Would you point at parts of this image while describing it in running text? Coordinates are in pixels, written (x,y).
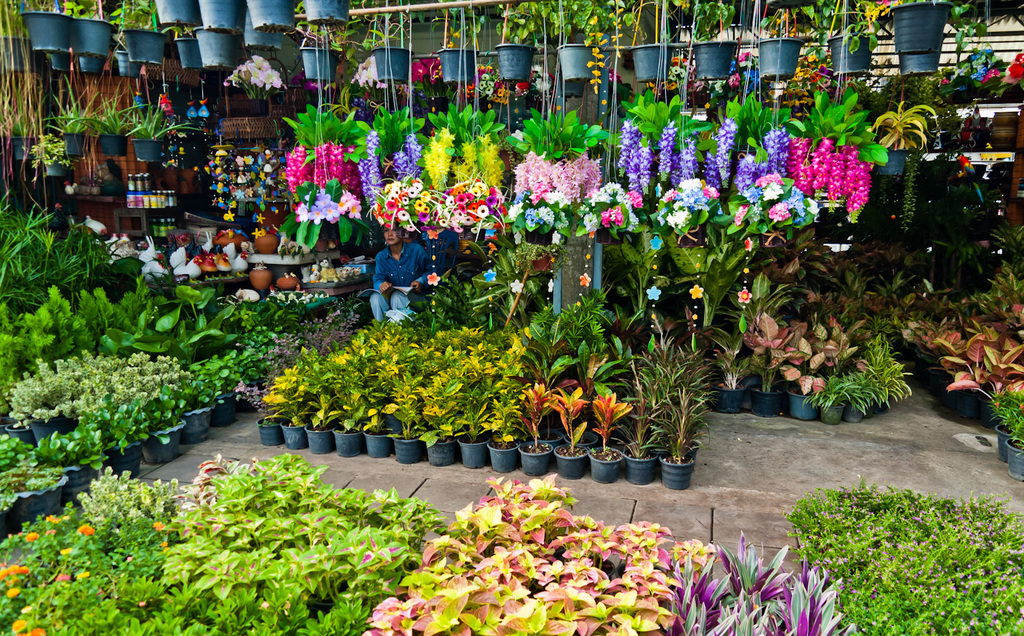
In this image we can see a person (378,311) sitting and holding a book (397,291), there are some potted plants (476,461), flowers (375,175), jars (137,193) and some other objects (212,252).
